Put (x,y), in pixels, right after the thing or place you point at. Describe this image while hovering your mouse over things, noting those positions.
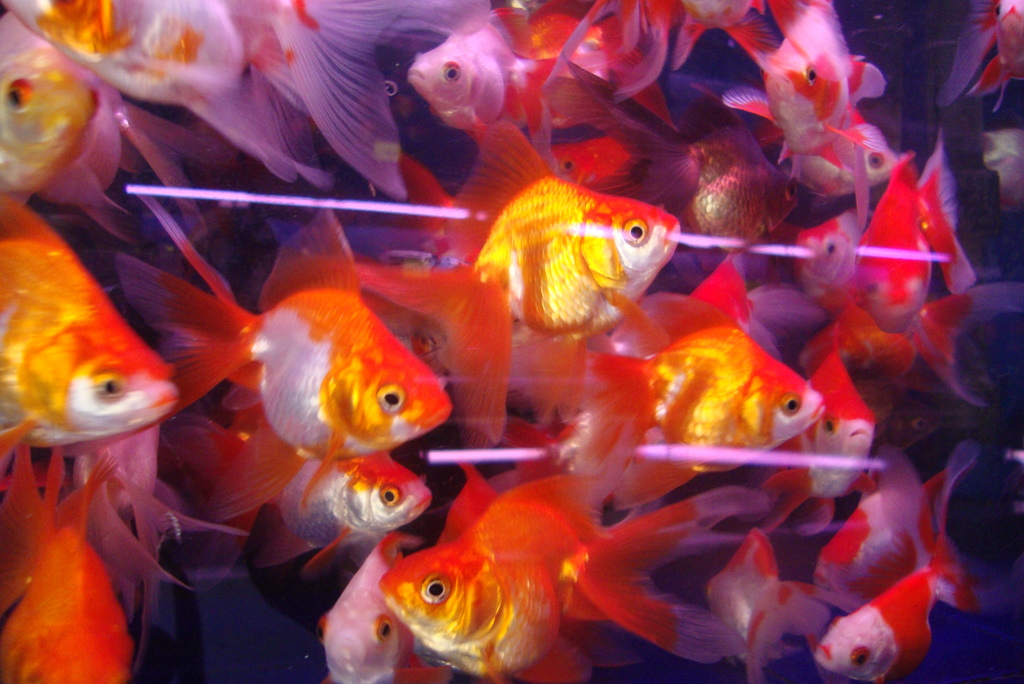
In the picture there are beautiful fishes (542,131) swimming in the water (456,135), they are of different colors.
